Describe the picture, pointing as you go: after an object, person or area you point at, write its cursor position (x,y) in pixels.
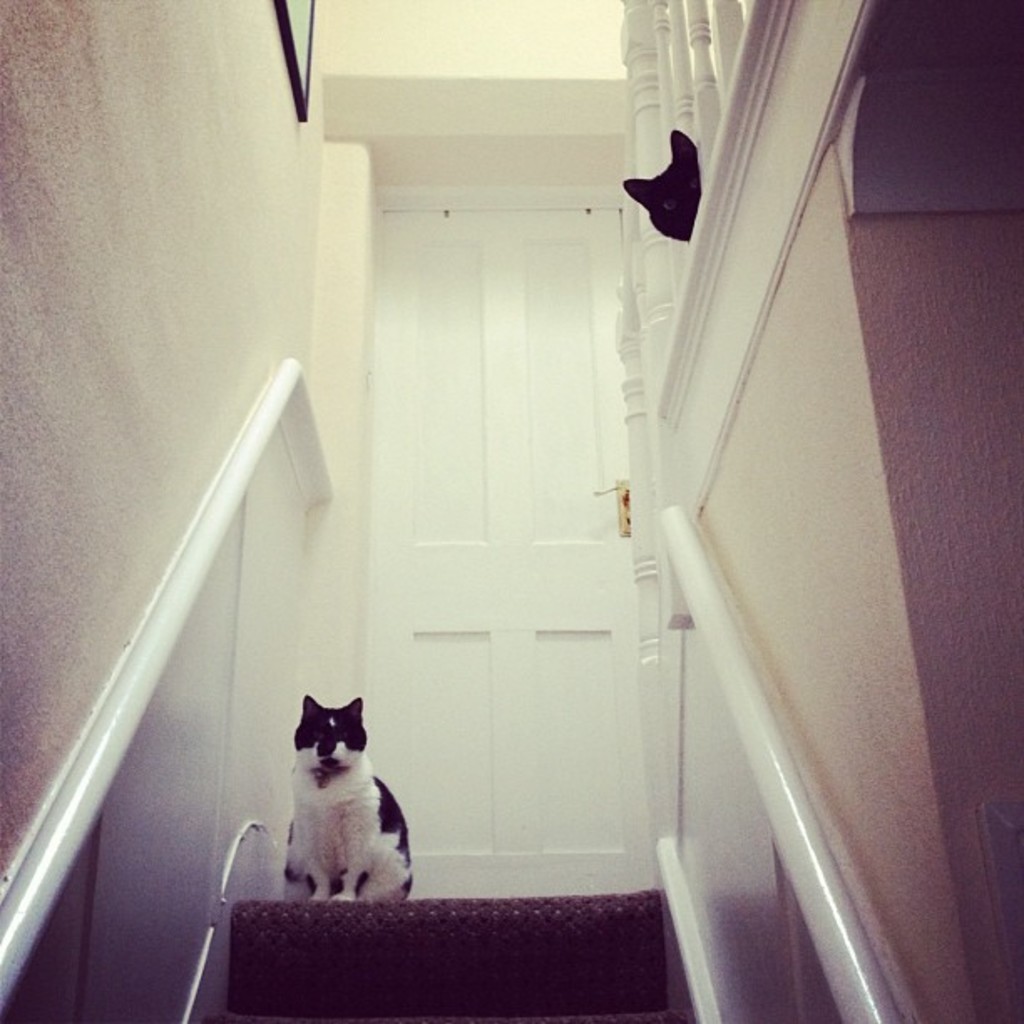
The picture is taken in a house (449,899). In the foreground of the picture (550,902) there is a staircase (482,985), on the staircase (447,909) there is a cat (331,761). In the background (442,561) there is a door (440,573). On the right (709,239) there is a cat (693,154) and railing (639,313). On the left (201,173) there is a wall (161,245) painted white and a frame (307,35).
